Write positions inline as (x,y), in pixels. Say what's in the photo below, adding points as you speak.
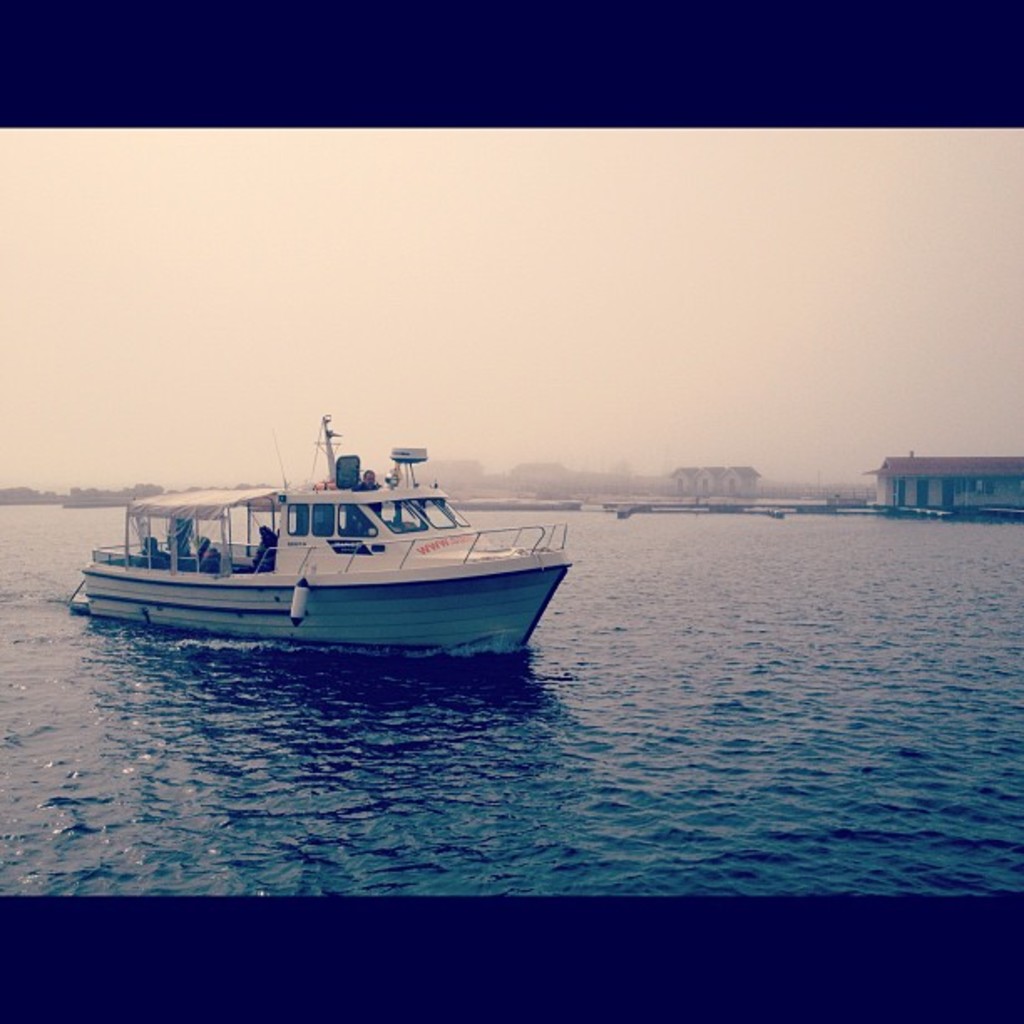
There is water (424,673). There is a boat (296,528) with windows (363,517), railing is in the water (376,680). In the background (741,479) there are buildings (723,472) and sky (588,249).
